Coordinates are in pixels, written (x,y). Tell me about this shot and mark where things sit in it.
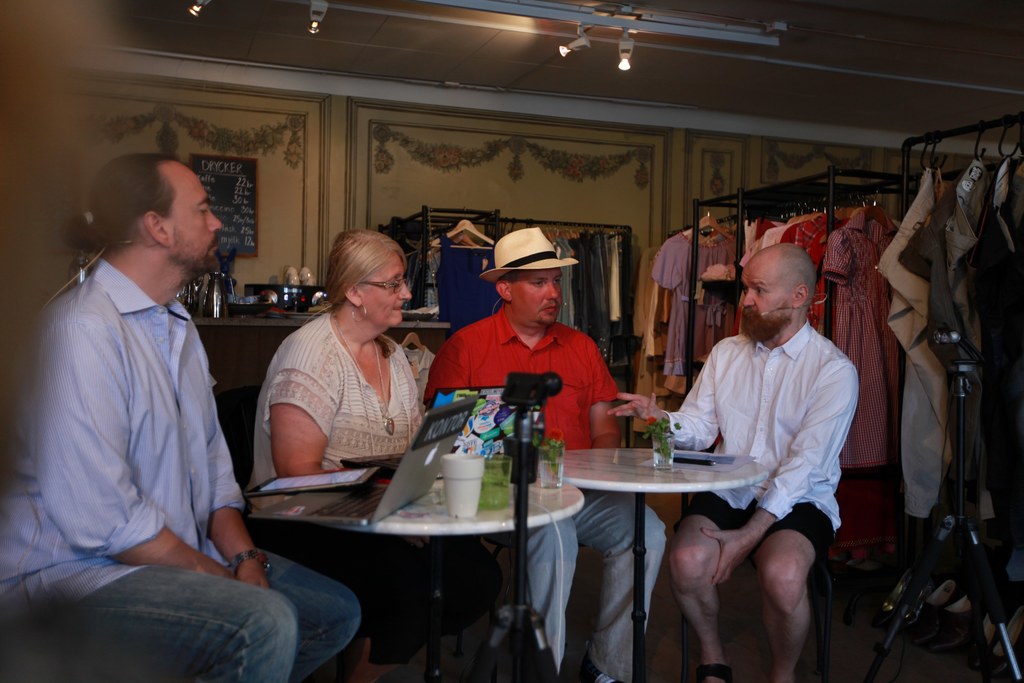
This picture is clicked inside. In the center (351,268) we can see there are two white color tables (543,508) on which laptops (419,482) and glasses (492,488) are placed and we can see the group of people (374,355) seems to be sitting on the chairs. In the background (732,227) we can see the clothes (593,253) are hanging on the stand (730,202). There is a roof (834,64), focusing lights (628,51), wall (319,183), board (236,196) and many other items (285,298) are placed on the top of the table (244,325).
